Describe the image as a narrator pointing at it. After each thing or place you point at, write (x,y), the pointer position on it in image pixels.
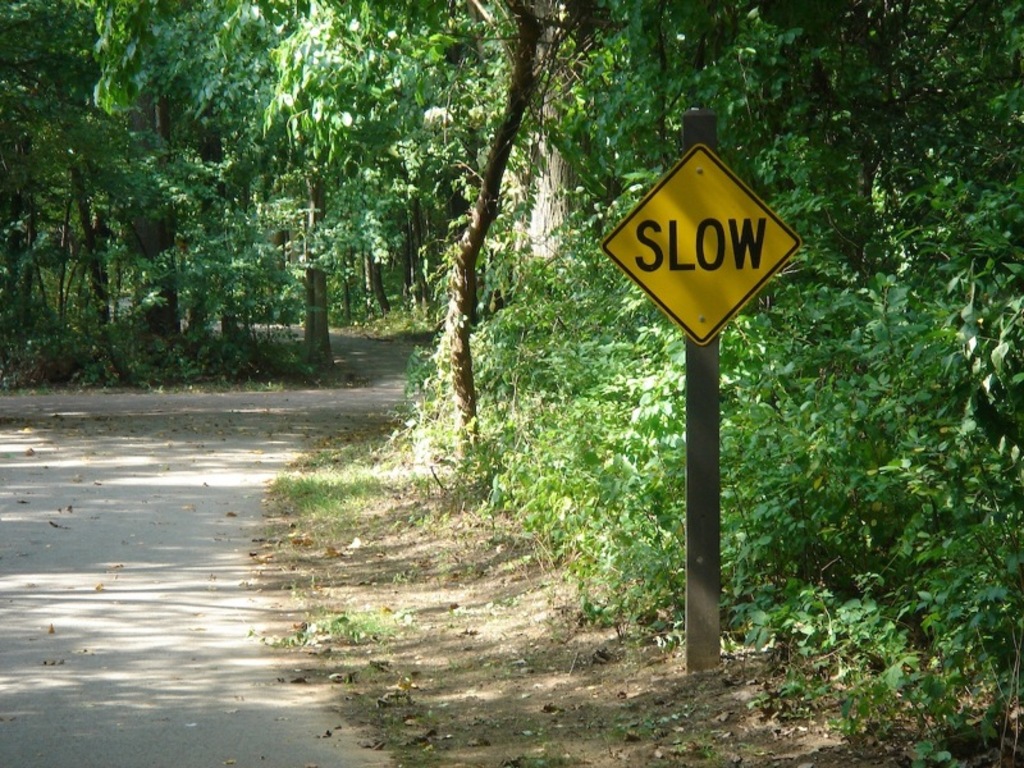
In this picture we can see some trees (294,114) here, there is a pole (690,369) and a board (675,281) here, we can see some grass (374,485) here, at the bottom (566,700) there is soil (564,711).
